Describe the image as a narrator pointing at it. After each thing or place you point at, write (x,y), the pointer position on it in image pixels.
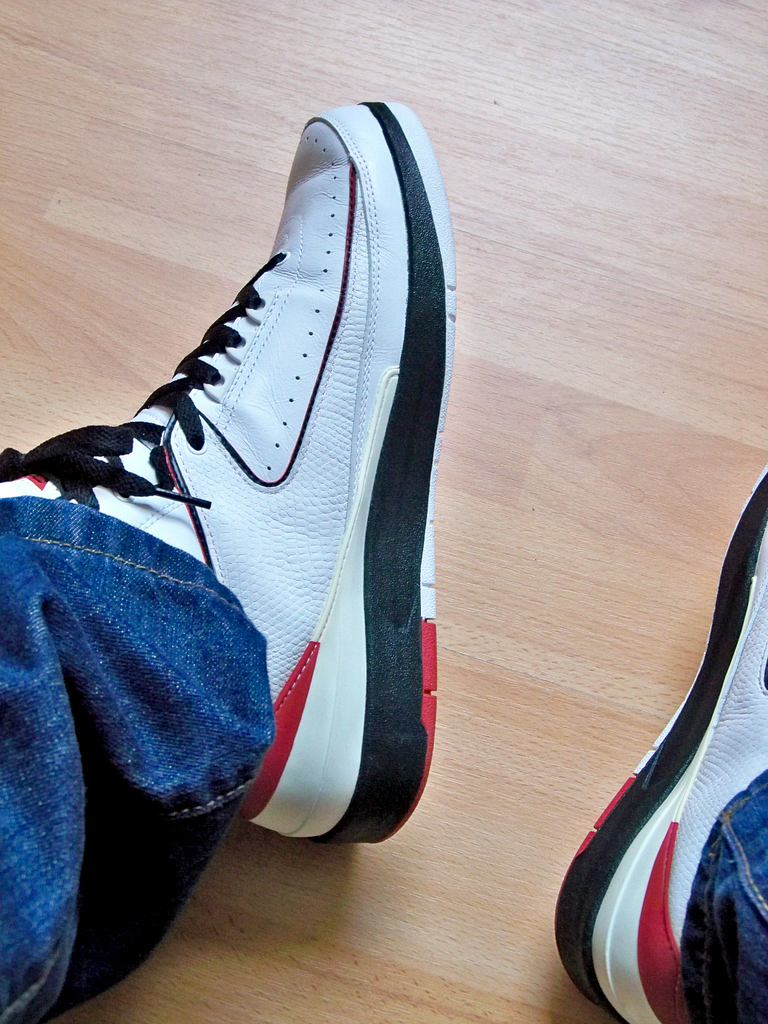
Here we can see legs (223,680) of a person (744,834) wore shoes (621,810). This is floor (580,302).
